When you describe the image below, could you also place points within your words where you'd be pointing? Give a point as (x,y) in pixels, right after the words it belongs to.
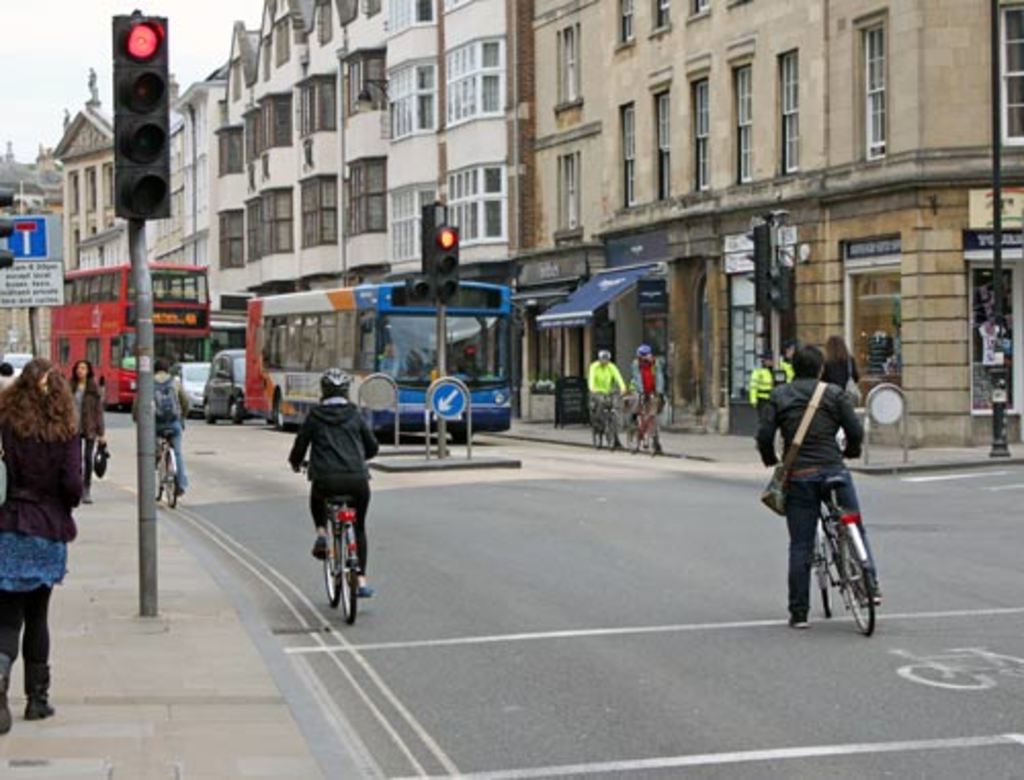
The image is taken on the road (396,635). There are people (799,605) who are riding bicycles (352,537) on the road (459,511). There are buses (287,403), cars (220,403), vans (227,359). In the background (413,235) there are traffic lights (150,133), buildings (557,280) and the sky (76,96).
